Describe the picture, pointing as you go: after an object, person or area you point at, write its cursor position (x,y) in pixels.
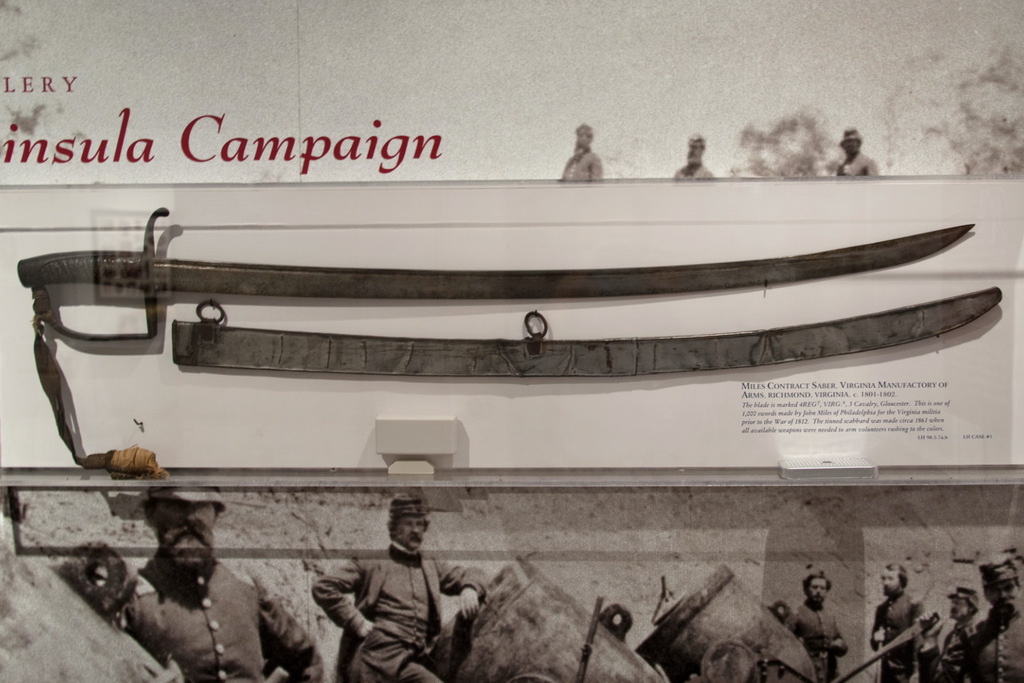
This is an edited picture. In this image there is a picture (96,270) of a sword (409,291) and there is text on the board (479,324). At the bottom (391,566) there are group of people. At the top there are three persons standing and there are trees (964,140) and there is text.
